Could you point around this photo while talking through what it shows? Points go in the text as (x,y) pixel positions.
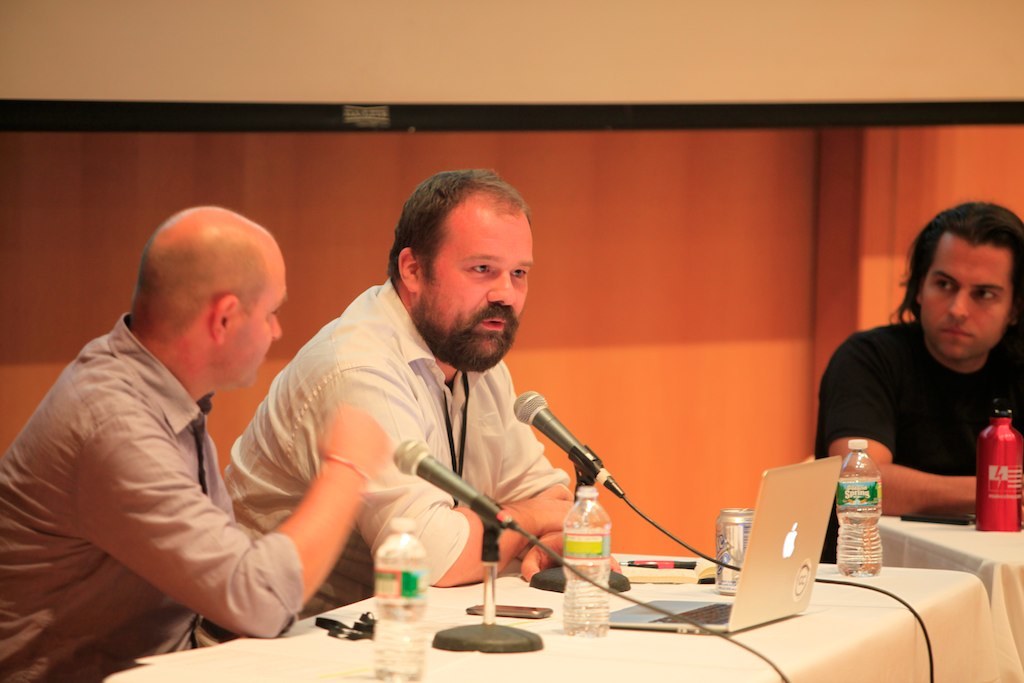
Two men (202,285) are sitting at a table (431,614). Of them one is speaking with mic (578,448) in front of him. A man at a distance is listening to them.
